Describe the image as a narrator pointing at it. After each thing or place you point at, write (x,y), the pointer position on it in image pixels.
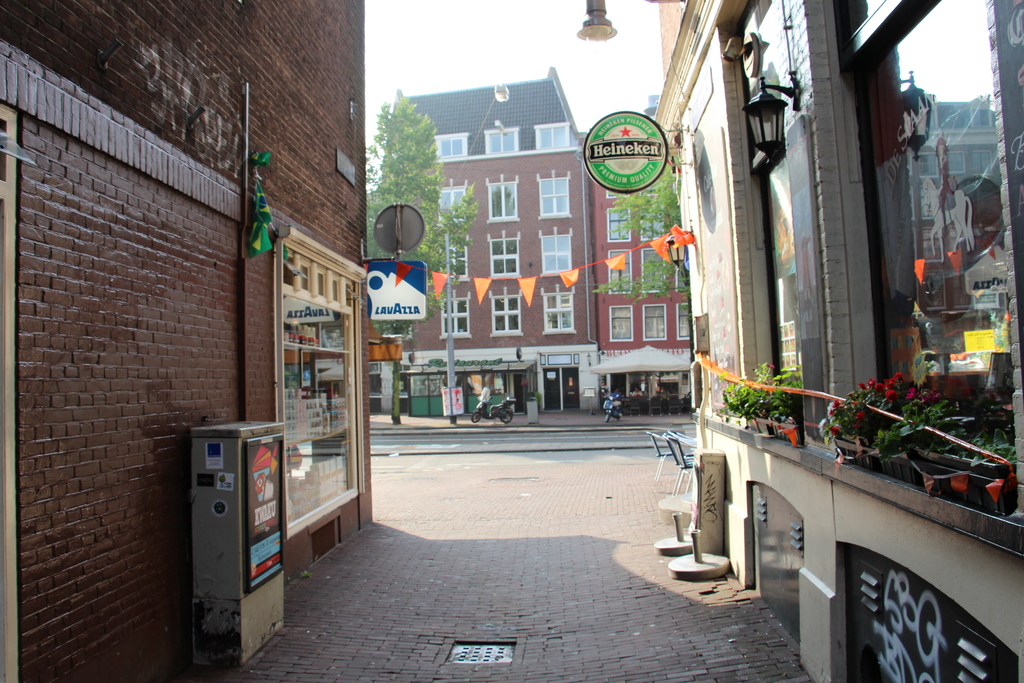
At the foreground of the image (259,260) we can see some buildings (141,63), lights (593,18), signage boards (391,240) and at the background of the image (622,381) there is road (558,434), some vehicles (510,403), trees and there are some other buildings (526,268).
